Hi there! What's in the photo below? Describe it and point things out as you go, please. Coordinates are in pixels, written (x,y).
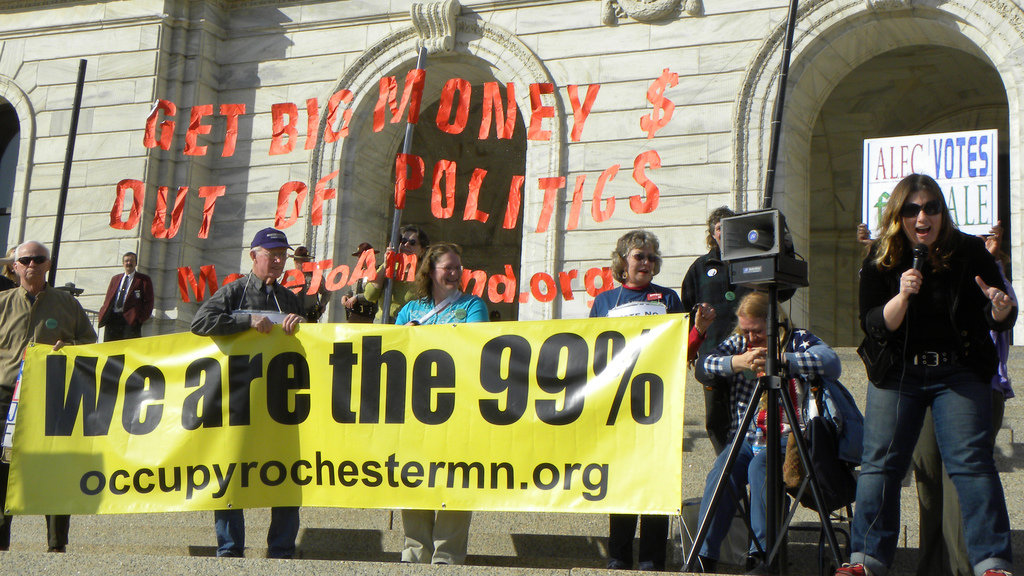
In the center of the image (639,280) there are people (37,274) holding a banner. In the background of the image (522,59) there is a building (751,86). To the right side of the image (859,284) there is a lady (896,514) holding a mic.
